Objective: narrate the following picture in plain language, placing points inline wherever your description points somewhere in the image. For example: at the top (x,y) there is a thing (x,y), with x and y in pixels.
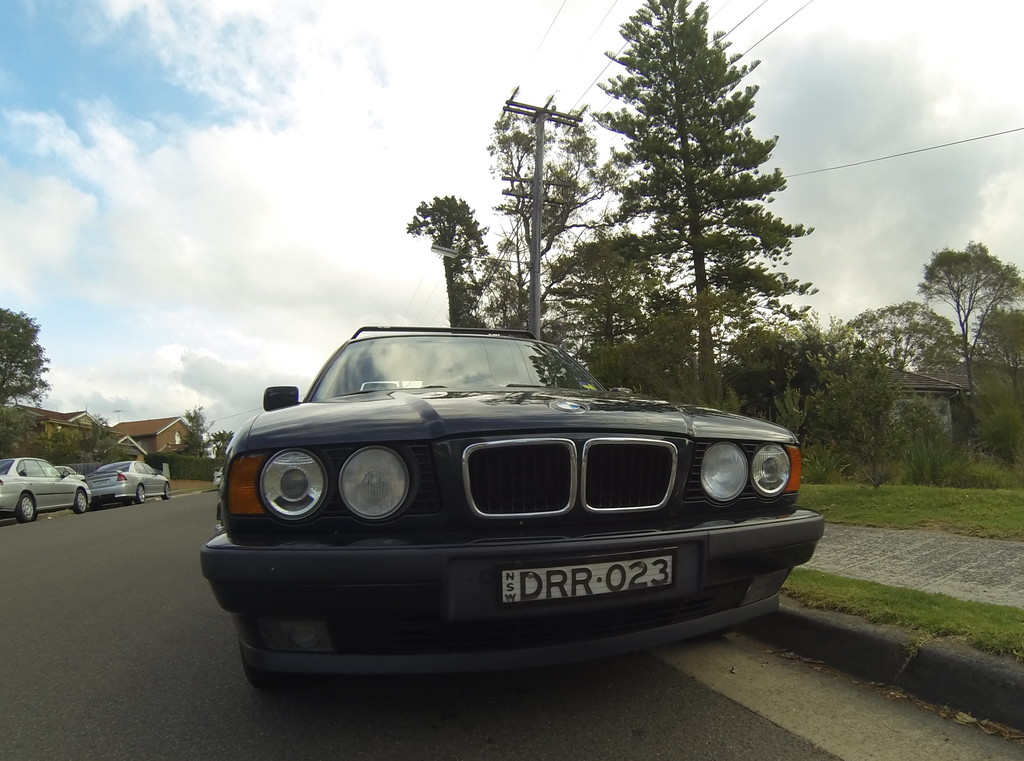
In this image we can see cars (490,558), grass (1010,495), plants (1014,483), houses (86,415), road (56,623), and trees (673,334). In the background (607,155) there is sky (607,155) with clouds (951,96).
